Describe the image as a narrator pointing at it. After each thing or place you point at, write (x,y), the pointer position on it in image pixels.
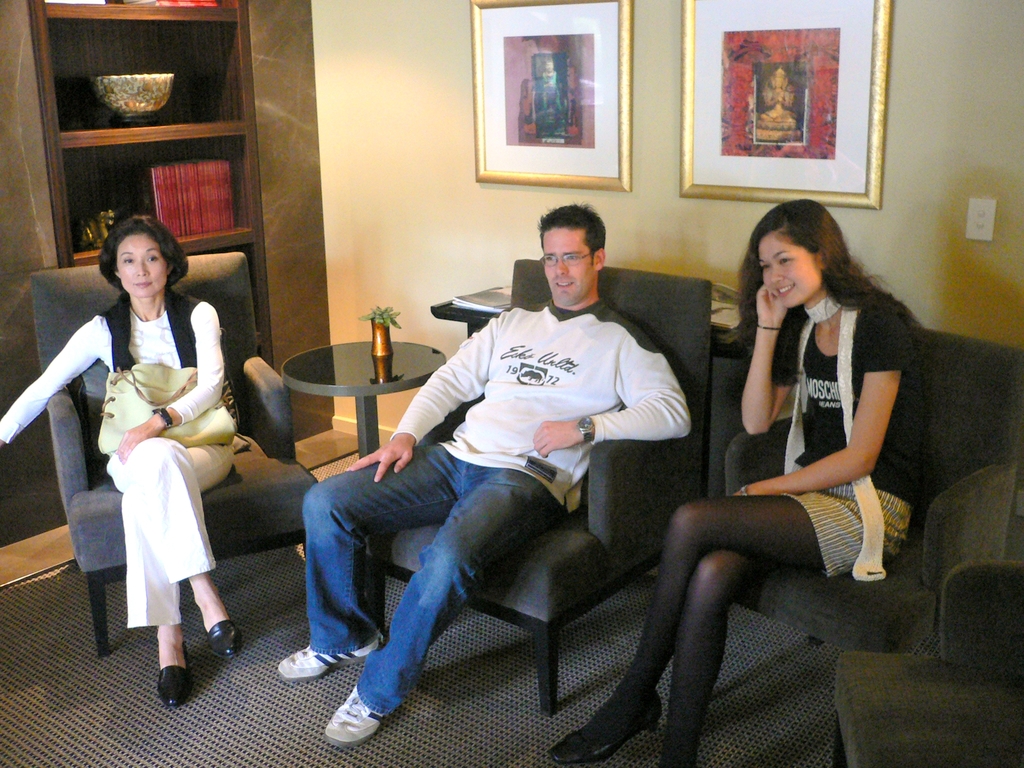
Two women (170,337) and a man (600,265) are sitting in chairs (629,274) and watching at something in a living room (134,294).
